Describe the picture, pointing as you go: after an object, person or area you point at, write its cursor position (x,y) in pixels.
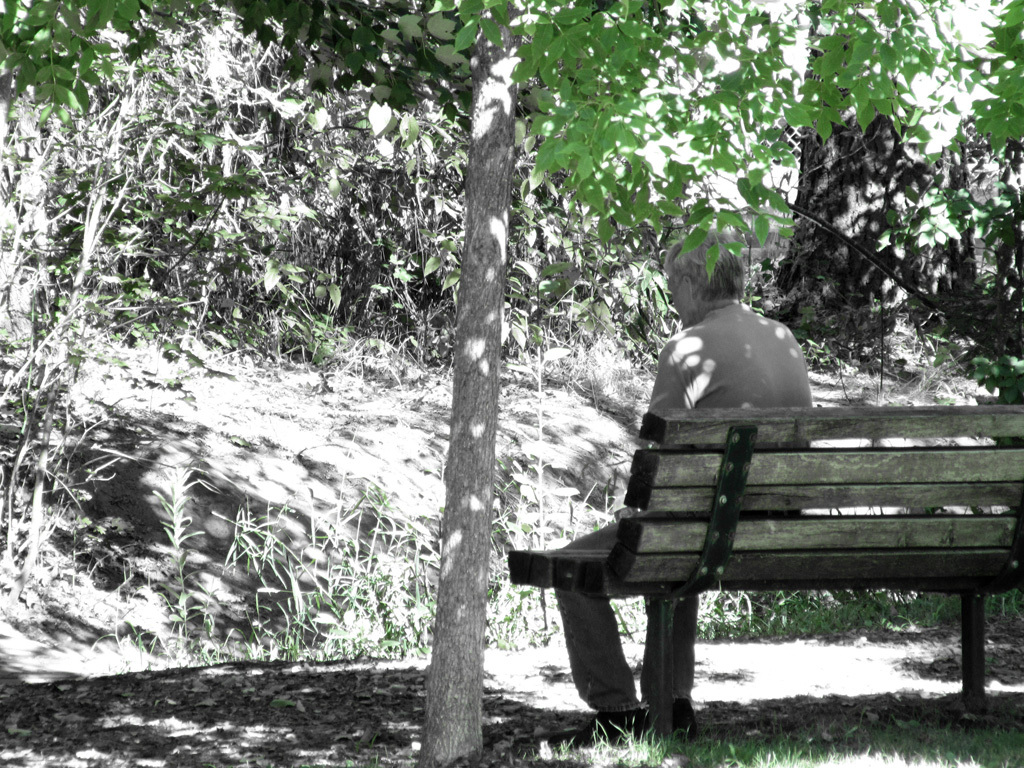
The image looks like it is clicked inside a garden (301,581). To the right (855,464) there is a bench (871,539) made up of wood (896,448). On which a man (699,365) is sitting. And in the middle (663,259) there are many trees (245,57). And to the front (703,735) bottom there is a grass (781,763).
